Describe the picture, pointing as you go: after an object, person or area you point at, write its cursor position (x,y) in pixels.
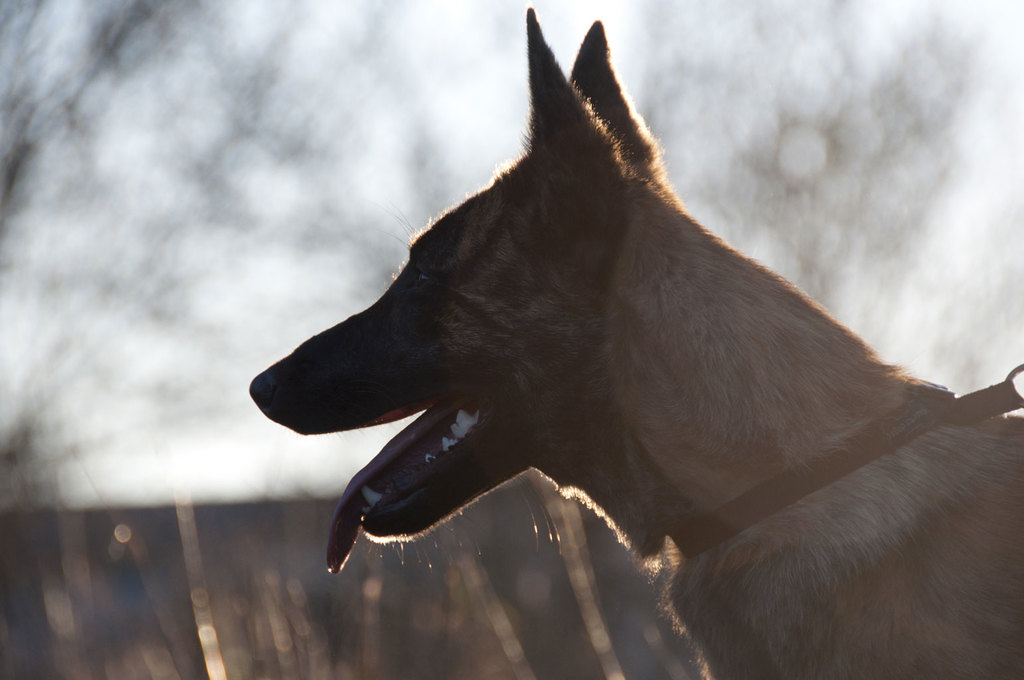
In this picture we can see a dog (730,588) and in the background (515,557) we can see it is blurry.
